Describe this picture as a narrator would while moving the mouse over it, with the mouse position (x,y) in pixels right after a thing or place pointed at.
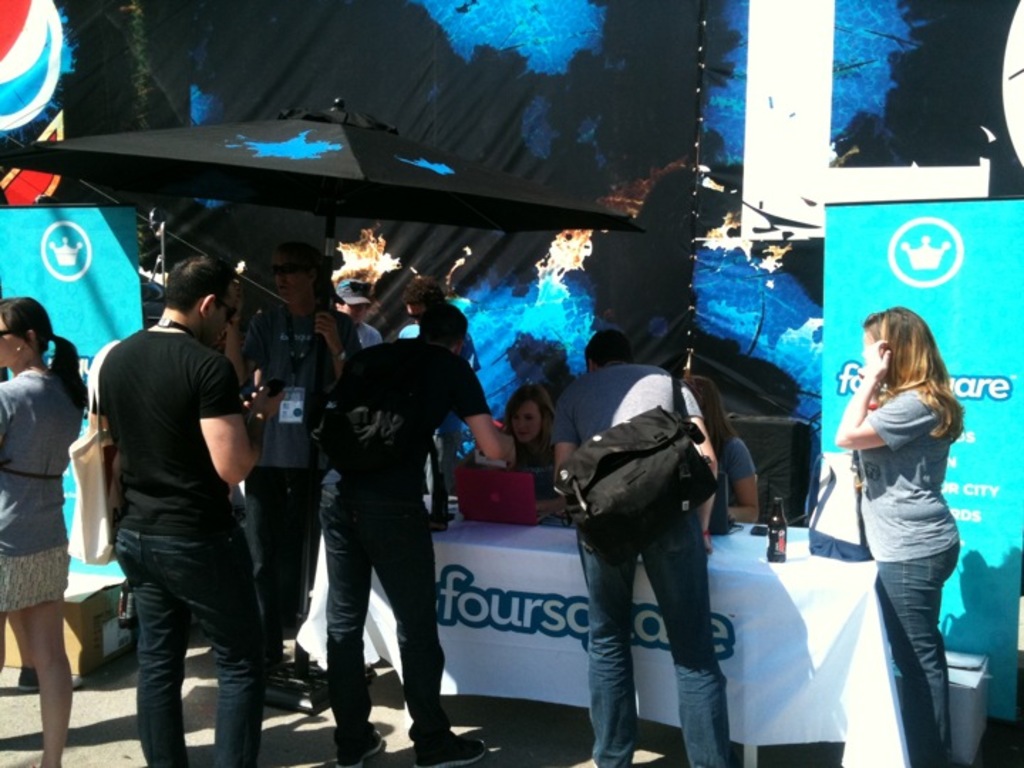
In the picture I can see people (375,502) are standing among them some are wearing bags (411,452). I can also see a table (547,527) on which I can see some objects (532,505). I can also see banners (737,355) and some other objects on the ground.
